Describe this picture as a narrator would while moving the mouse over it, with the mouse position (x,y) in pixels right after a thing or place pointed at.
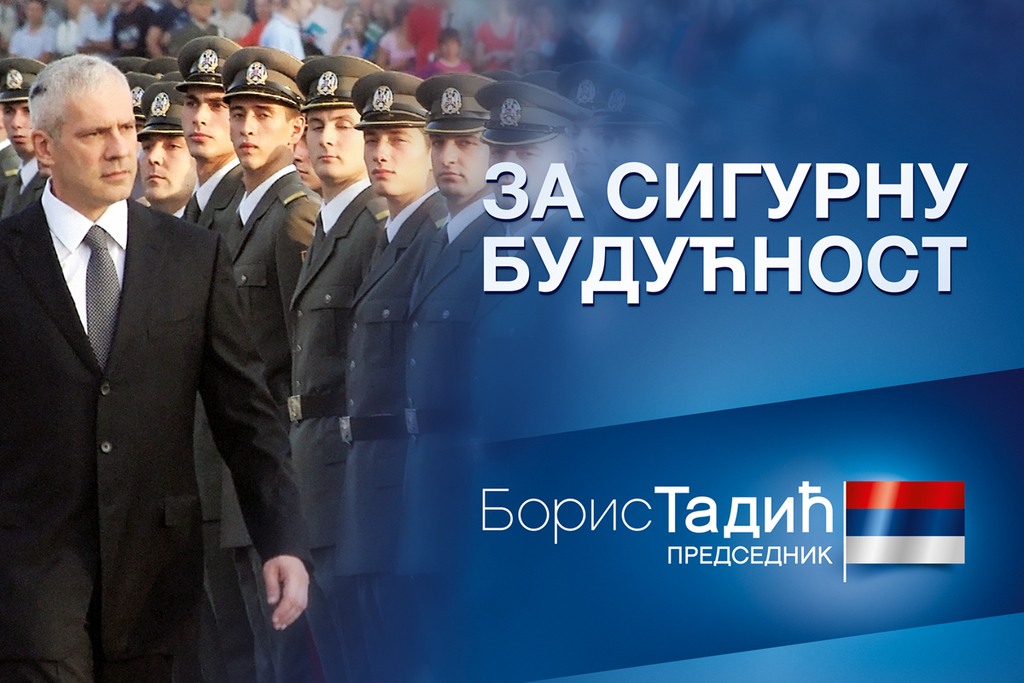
In this picture on the right side (999,571), we can see a flag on a blue screen (555,352) and on the left side (148,27), we can see many people (31,274) standing and looking somewhere.
